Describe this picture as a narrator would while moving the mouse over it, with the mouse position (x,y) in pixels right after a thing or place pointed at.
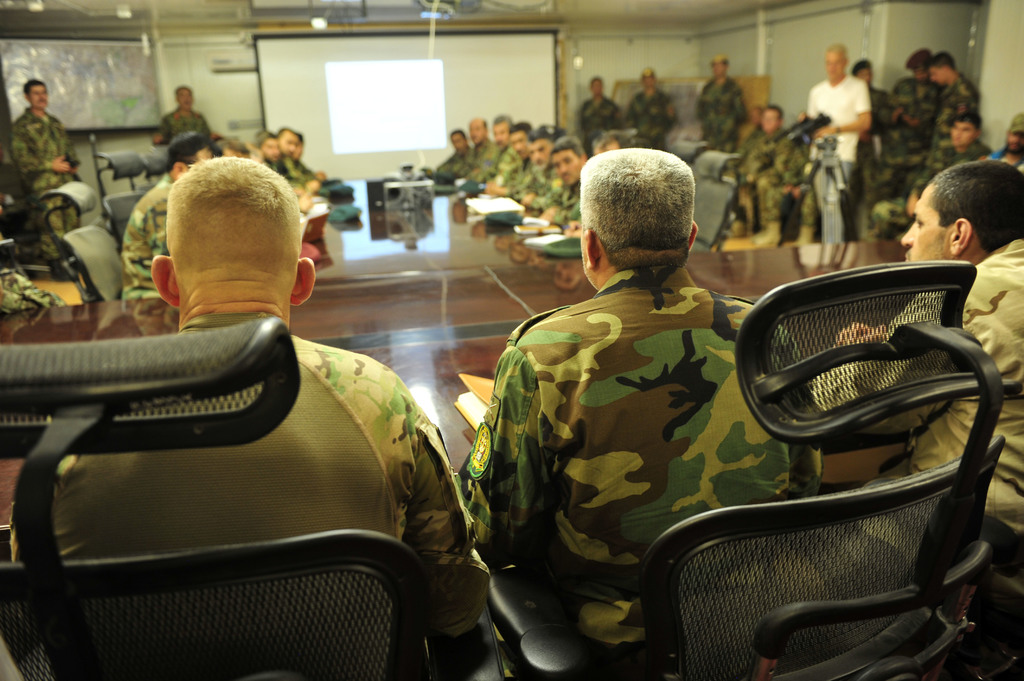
A group of people (685,225) are sitting around the table (749,272) in the chairs (18,592) there is a projector image (394,146) in the middle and behind it it's a wall (591,60).
